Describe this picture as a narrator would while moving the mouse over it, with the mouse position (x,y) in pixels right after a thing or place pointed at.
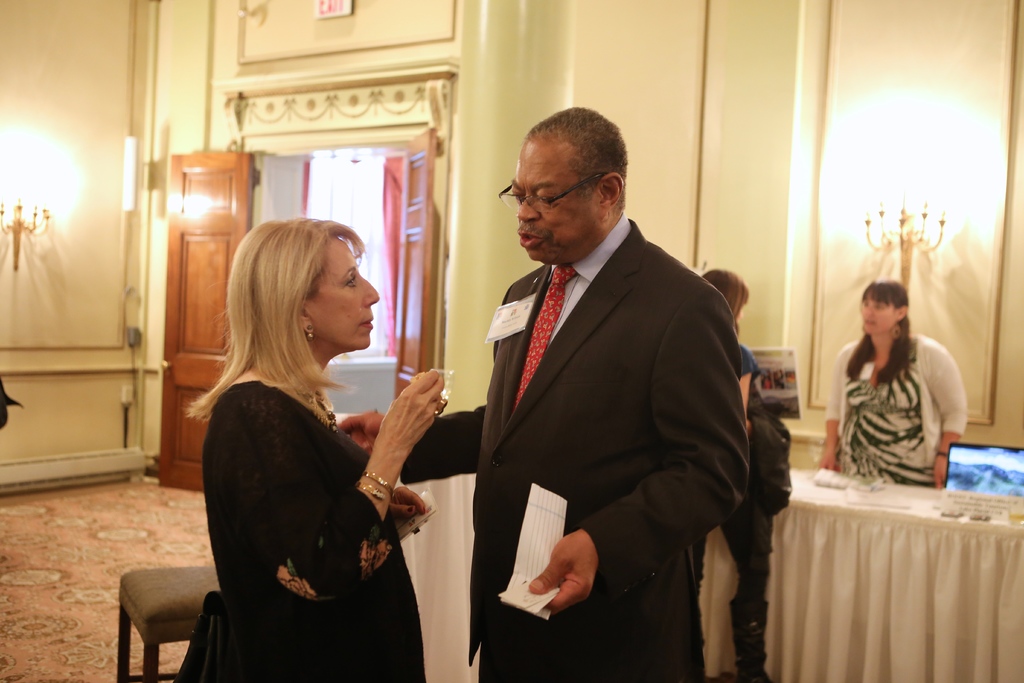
There is a man (617,373) in a black suit (565,381) and with red tie (547,342) holding a paper (537,532) talking to the person (380,437) opposite to him. There is woman (261,404) with a black dress (279,408) listening to the person (555,344). At the back (223,205) there a door (209,213) and in the right (909,376) is a woman (873,384) with white shrug (931,391) talking with the opposite person (751,431). There is a table (836,539) covered with a white color cloth (878,521), at the back (736,127) there is a wall (724,112) and there is a light lamp (900,221) hanging on the wall (892,225).
